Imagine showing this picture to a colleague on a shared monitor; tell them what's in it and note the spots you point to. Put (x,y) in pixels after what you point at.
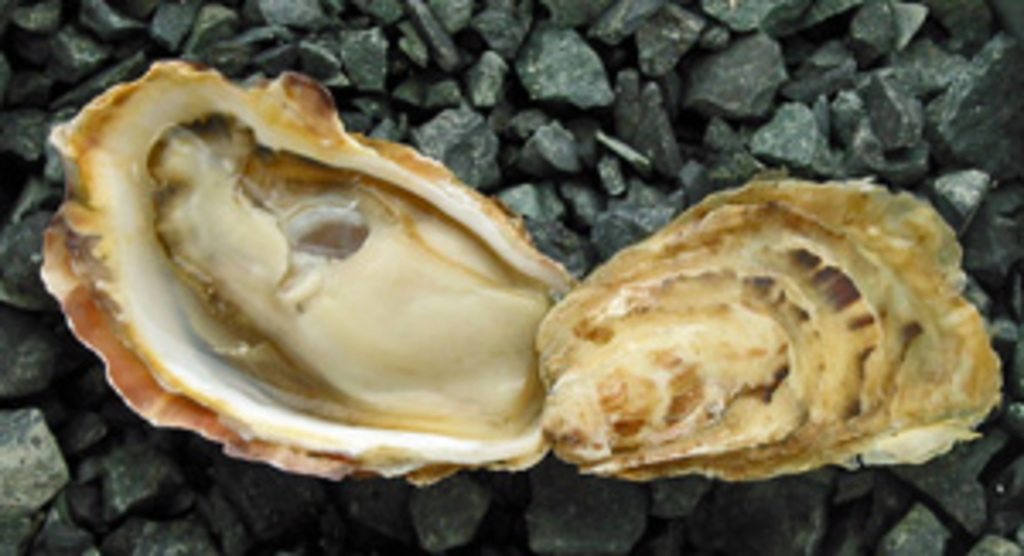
In this picture we can see two seashells (435,294) on the stones (478,95).
